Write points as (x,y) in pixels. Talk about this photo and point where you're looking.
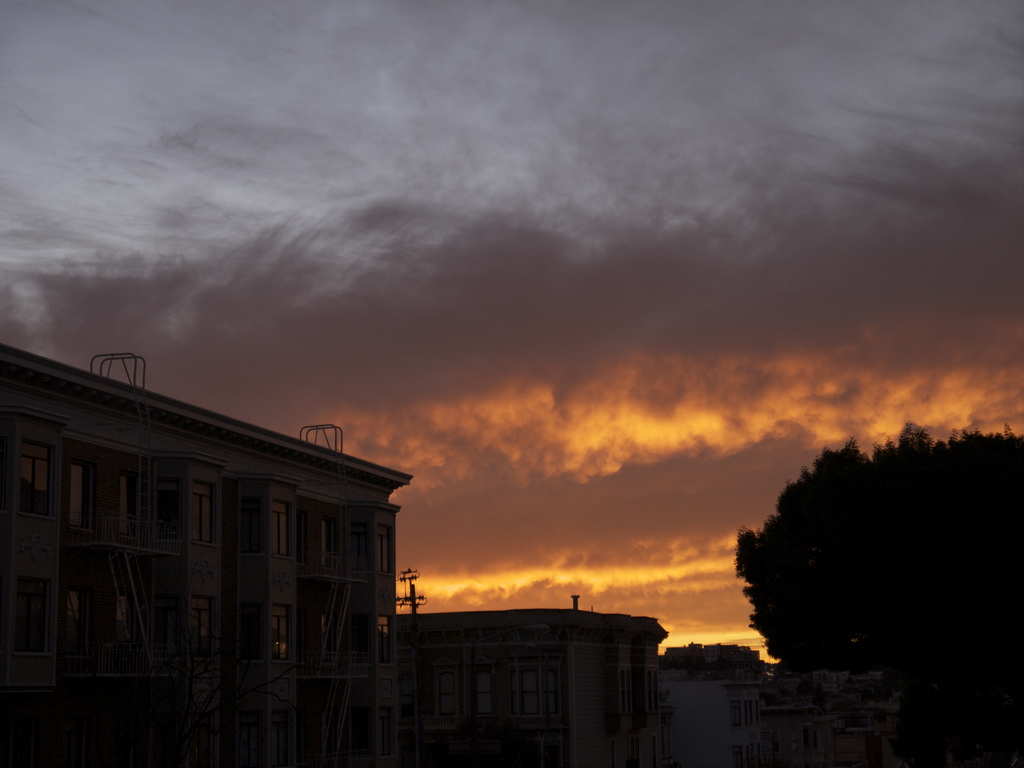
In this image there is sky (536,383), there are buildings (443,698), there is a tree (863,585) towards the right of the image (923,574), there is a pole (415,602), there are windows (75,503).
